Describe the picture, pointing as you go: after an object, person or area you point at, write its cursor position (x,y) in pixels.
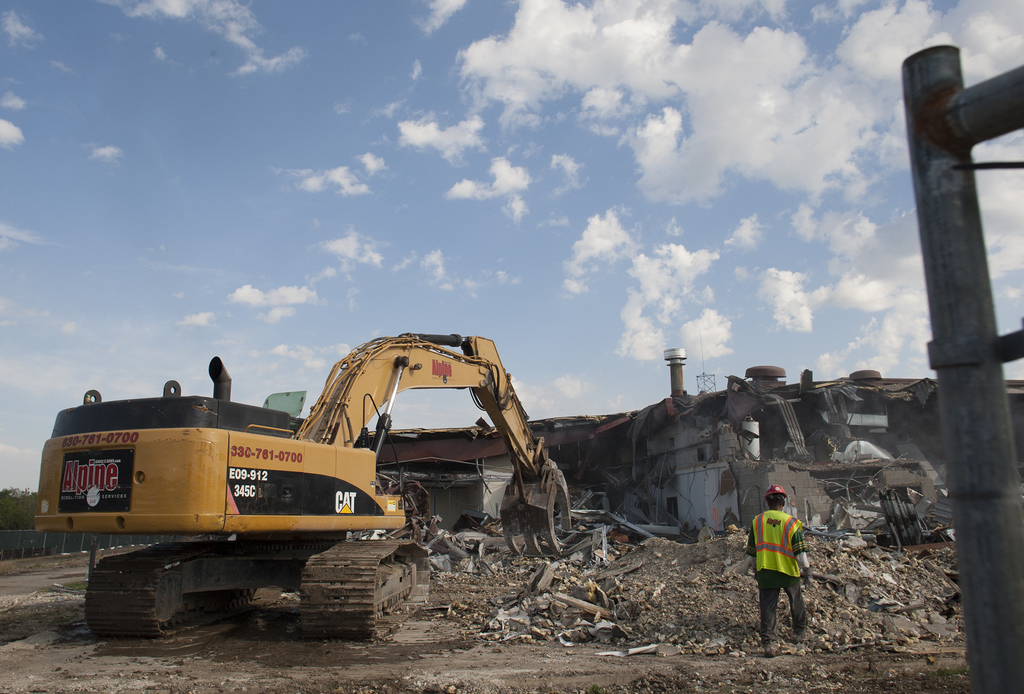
In this picture I can see a person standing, there is a vehicle (416,357), there is a collapsed building (714,486), there are trees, and in the background (474,133) there is sky (551,296).
